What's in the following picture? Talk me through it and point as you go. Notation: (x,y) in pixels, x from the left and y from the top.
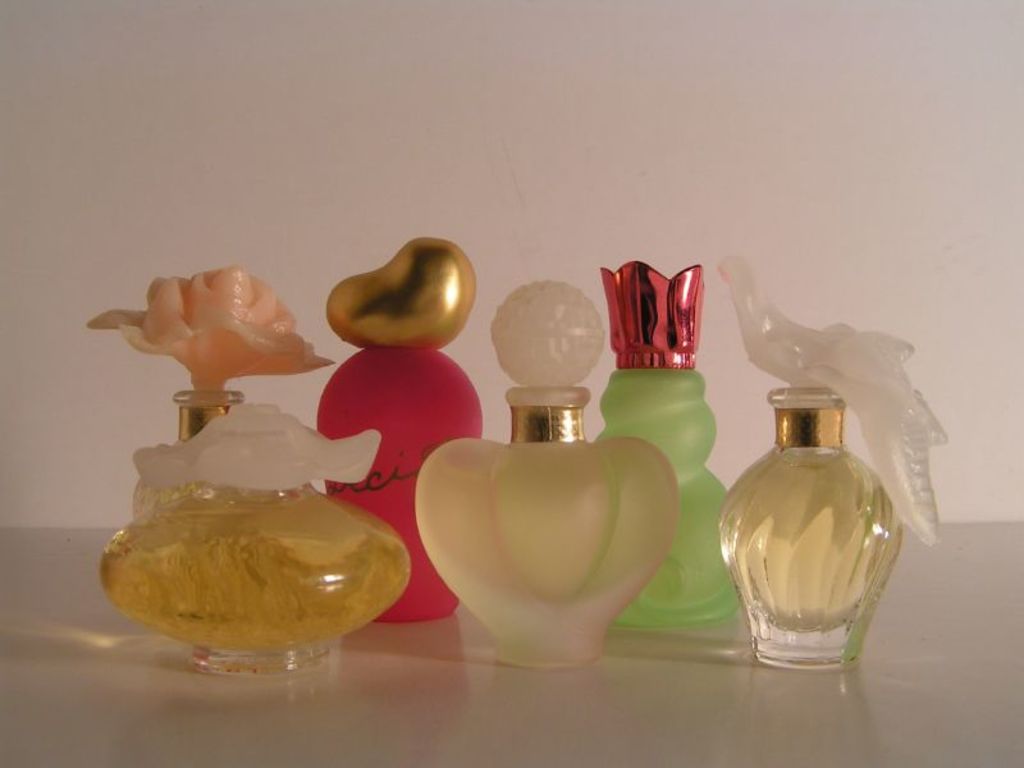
We can see bottles (151,545) on the surface (382,662). Background (719,33) we can see wall (683,29).
